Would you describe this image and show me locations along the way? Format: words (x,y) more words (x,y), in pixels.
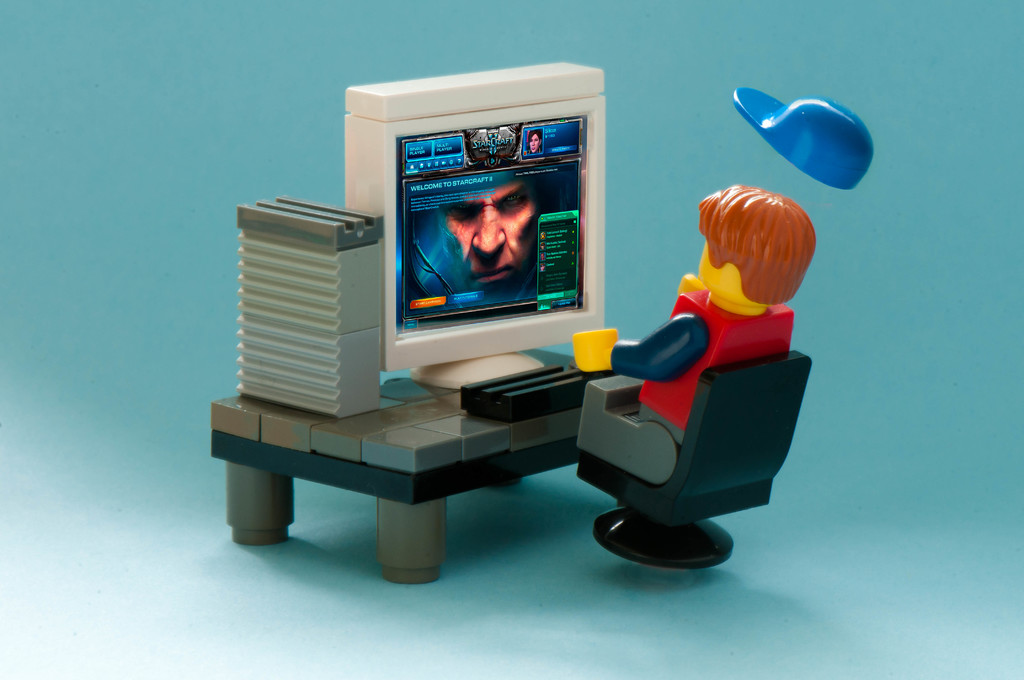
In this image I see a Lego toy (589,346) who is sitting on the chair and there is a desktop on the table (225,401) and there is a cap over here.
